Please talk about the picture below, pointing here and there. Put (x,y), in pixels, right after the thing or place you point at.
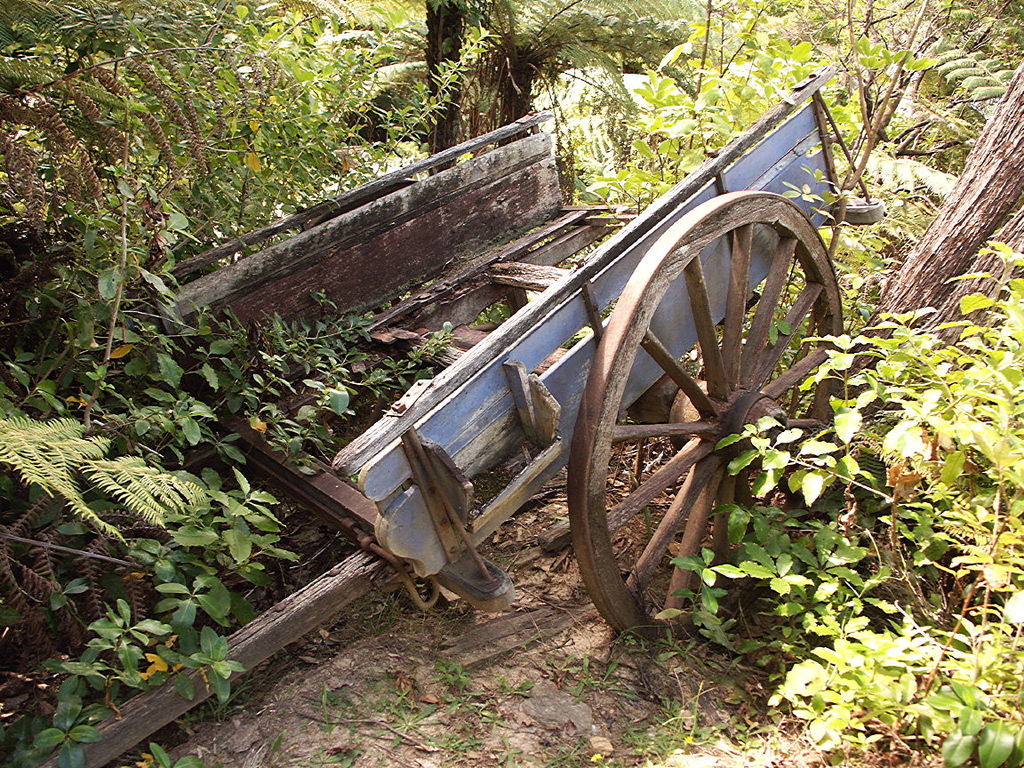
In this image we can see there is a damaged cart (549,296), around that there are trees (147,208) and plants (130,245).
